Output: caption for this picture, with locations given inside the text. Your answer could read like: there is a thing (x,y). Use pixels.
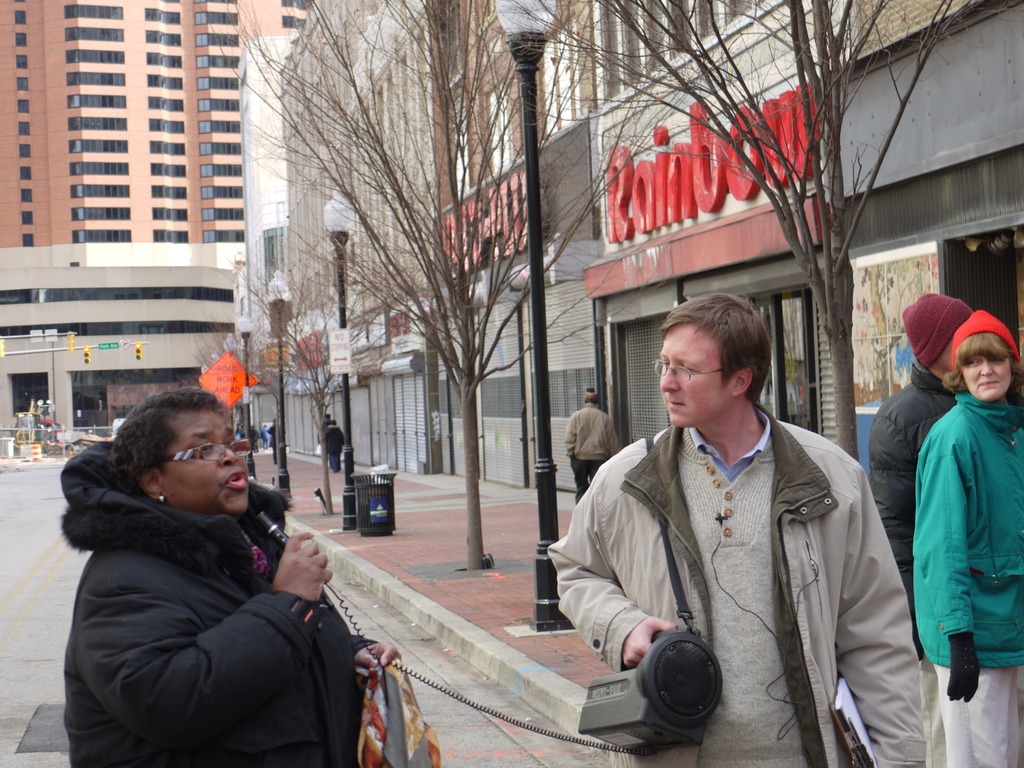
As we can see in the image there are buildings (374,213), street lamps (289,289), trees (421,253), dustbin (369,506), fence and few people (233,589) here and there. In the background (138,359) there are traffic signals (70,337).
